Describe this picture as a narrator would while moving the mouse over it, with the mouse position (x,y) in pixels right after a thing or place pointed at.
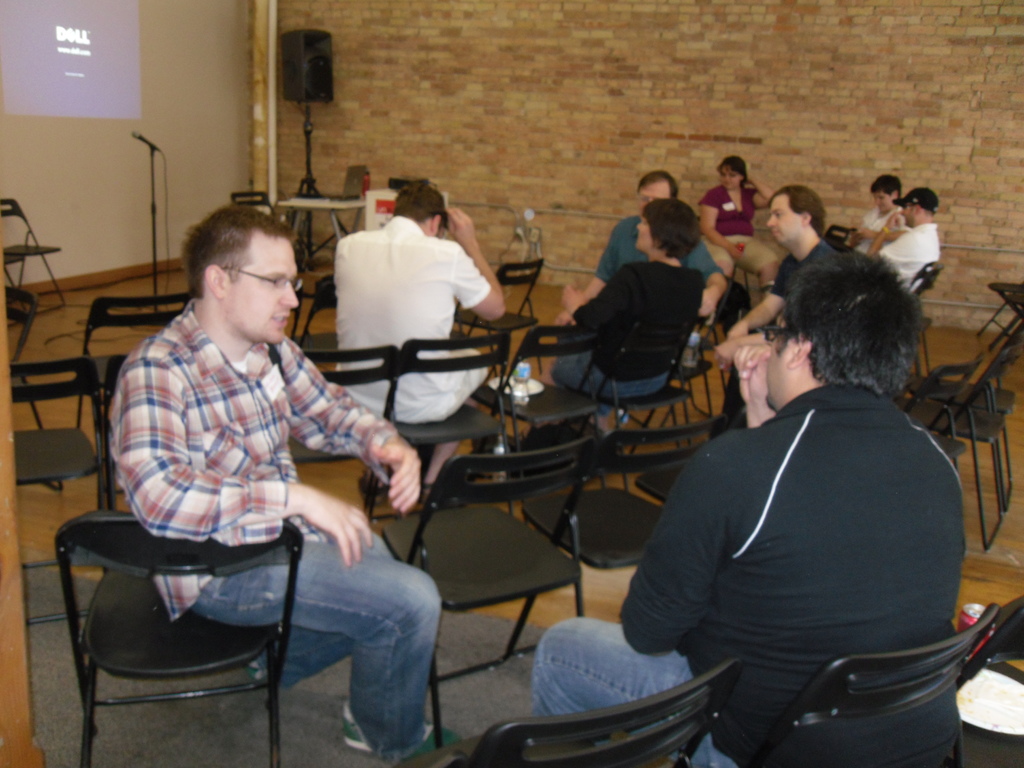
This picture is of inside the room (993,244). On the right (840,426) there is a man (828,523) wearing black color t-shirt (870,533) and sitting on the chair (877,700). On the left (260,304) there is a man (195,397) sitting on the chair (183,632) and seems to be talking. In the center (630,270) there are group of persons (817,227) sitting on the chairs (671,389). On left corner (134,138) there is a microphone (147,141) attached to the stand (152,274) and in the background (306,49) we can see a speaker (309,72) attached to the stand (312,189), a table (291,200) and a wall (881,89).
